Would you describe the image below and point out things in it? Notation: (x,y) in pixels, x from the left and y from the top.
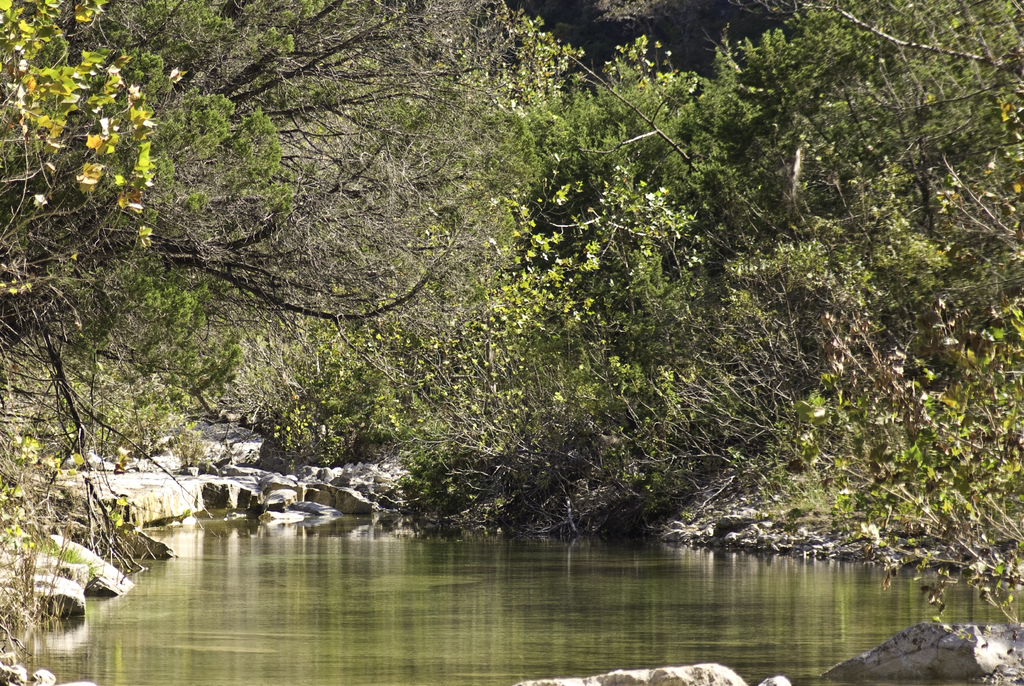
In this image we can see some rocks (291,483), water (342,543) and trees (739,189).
